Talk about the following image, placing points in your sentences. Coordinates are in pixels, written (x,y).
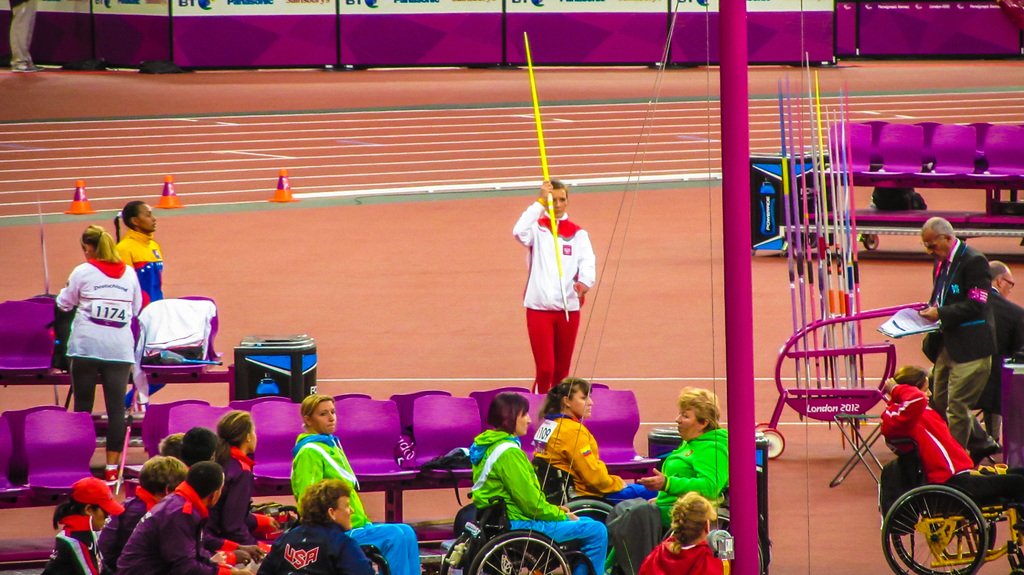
In this image there are a few people (365,526) sitting in chairs (573,494), behind them there are empty chairs (377,456), behind them there are a few people (104,292) standing and there are some objects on the track (242,182) and there is a person (543,260) holding a pole (532,94), on the right side of the image (972,356) there is a pole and there are a few people (936,452) sitting in the wheel chairs (601,502) and there is a person (974,373) standing holding papers (907,334) and there are some objects (839,375), behind them there are empty chairs (954,162), in the background of the image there is a sponsor display board (680,39), legs (19,43) of a person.
